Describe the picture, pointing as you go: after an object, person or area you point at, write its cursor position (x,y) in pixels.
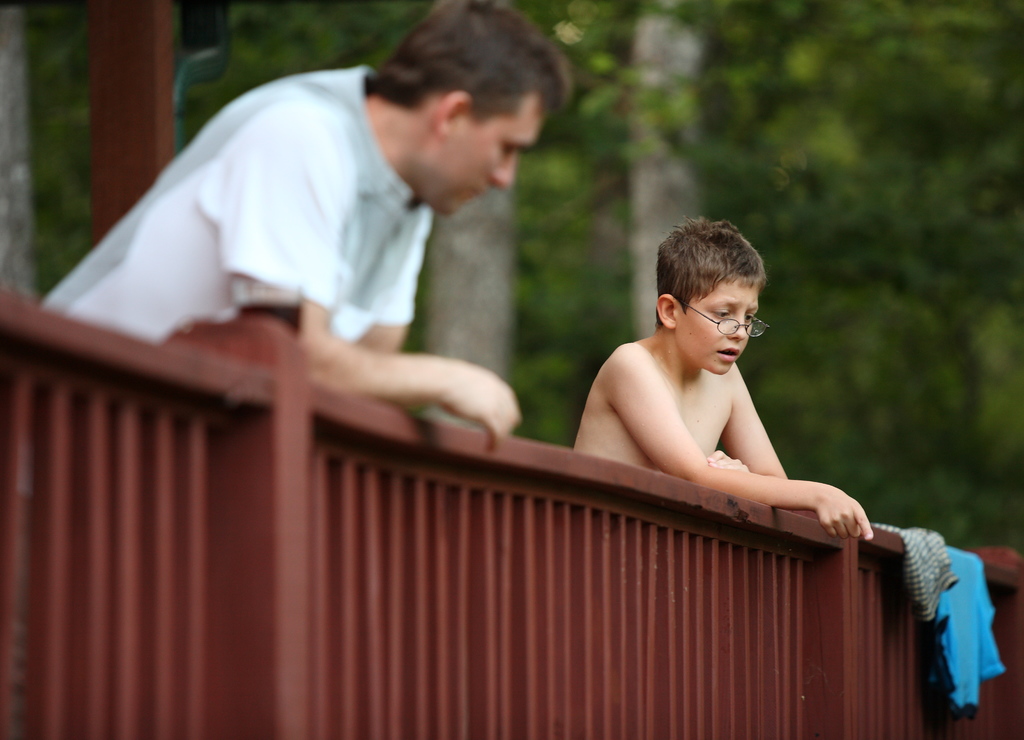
Here in this picture we can see a person (348,342) and a child (627,350) standing over a place, with their hands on the railing (602,554) present over there and the child (727,360) is wearing spectacles (724,334) on him and beside him we can see clothes (951,564) present and behind them we can see trees (577,165) present all over there.
